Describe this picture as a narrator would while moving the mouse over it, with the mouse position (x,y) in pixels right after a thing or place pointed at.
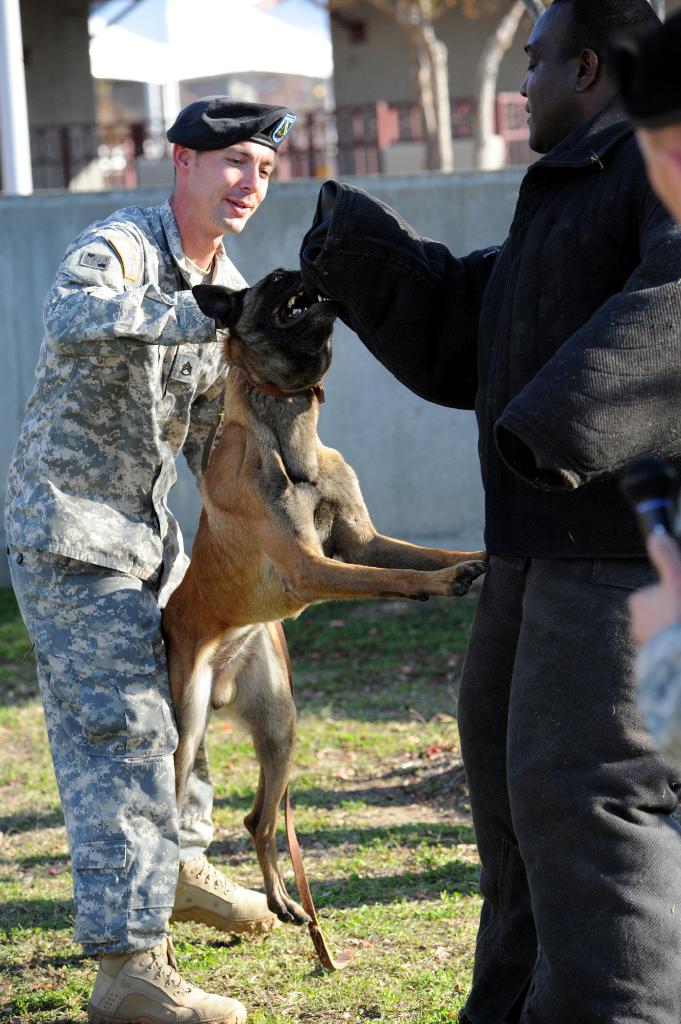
there are 3 people (564,365) in this image. one person (527,442) at the right (557,441) is wearing black dress (578,586). the person (91,327) at the left (79,374) is holding the dog (270,483). behind him there are buildings (399,76).
